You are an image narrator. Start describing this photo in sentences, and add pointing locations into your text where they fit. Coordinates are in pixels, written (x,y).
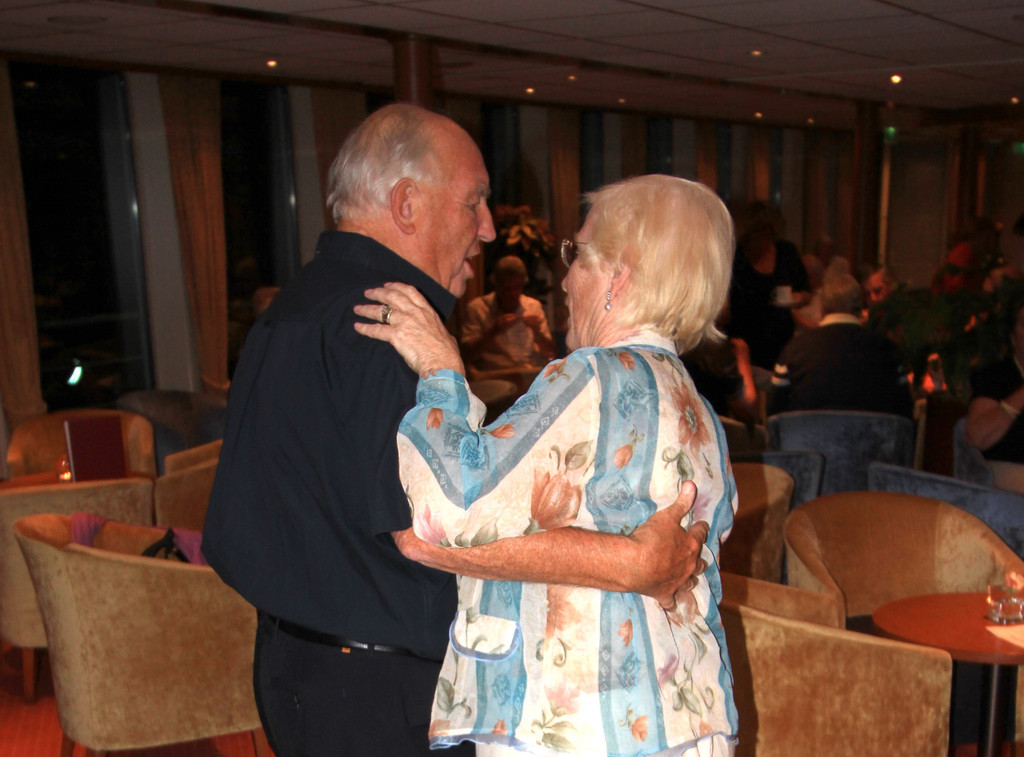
In Front (278,507) portion of the picture we can see a man (340,413) and a woman (596,507) hugging each other. Behind to them we can see a table (999,650) and on the table (973,626) we can see glass (1004,597). We can see all the persons (510,266) sitting on chairs (985,587). At the top (877,39) we can see ceiling (896,96) and lights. These are door (44,227) with curtains (557,176).
